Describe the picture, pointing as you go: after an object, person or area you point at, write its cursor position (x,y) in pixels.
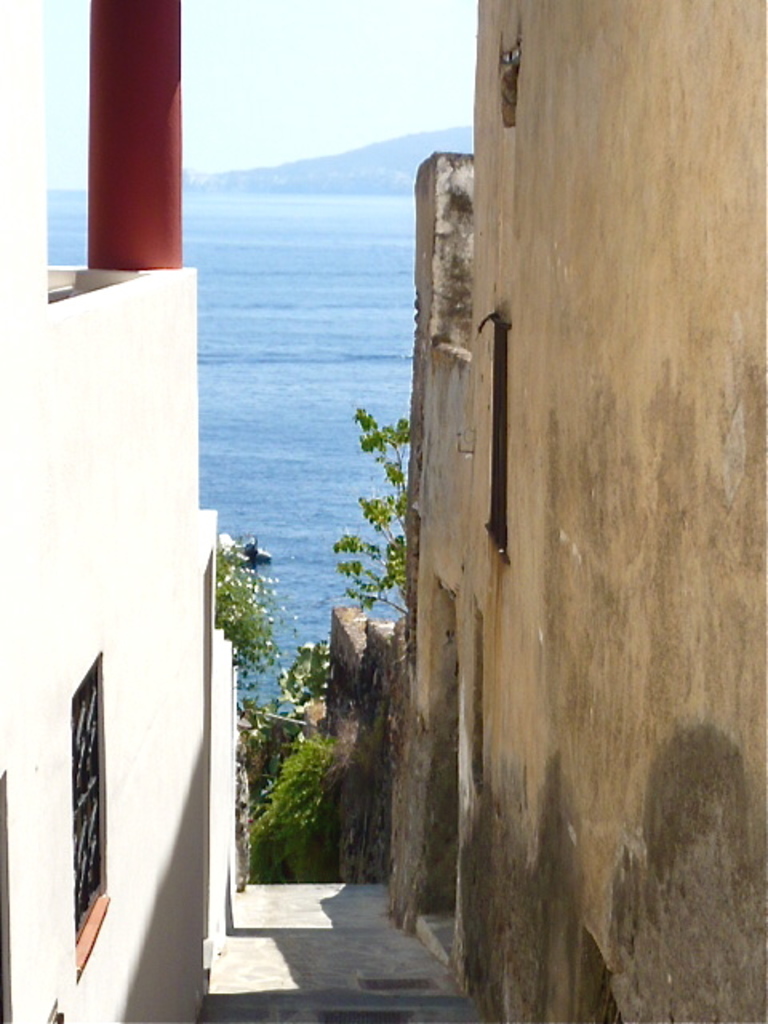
In the middle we can see path (296,958) and to either side of the path (305,962) there are buildings (141,853) and windows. In the background (301,596) there are plants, water (280,357), mountain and sky (218,1).
